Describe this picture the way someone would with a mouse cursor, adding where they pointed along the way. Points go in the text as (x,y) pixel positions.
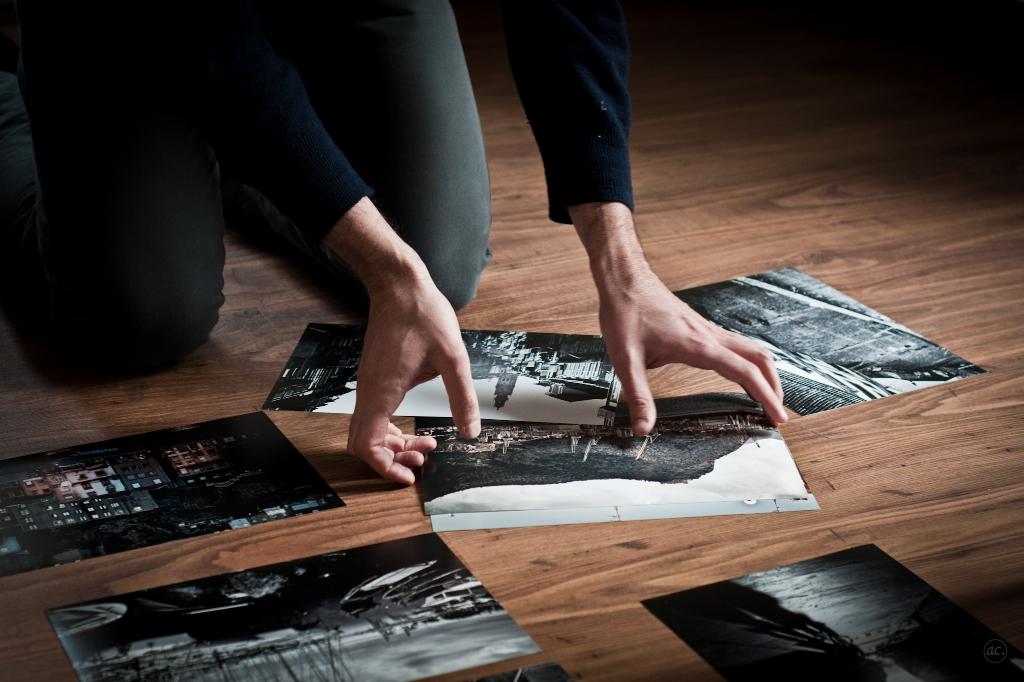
In this image there is one person (353,197) sitting at top left side of this image (169,215) and there are some photos (539,399) kept on this floor (732,562) and as we can see there is a floor (758,252) in the background (813,203).
